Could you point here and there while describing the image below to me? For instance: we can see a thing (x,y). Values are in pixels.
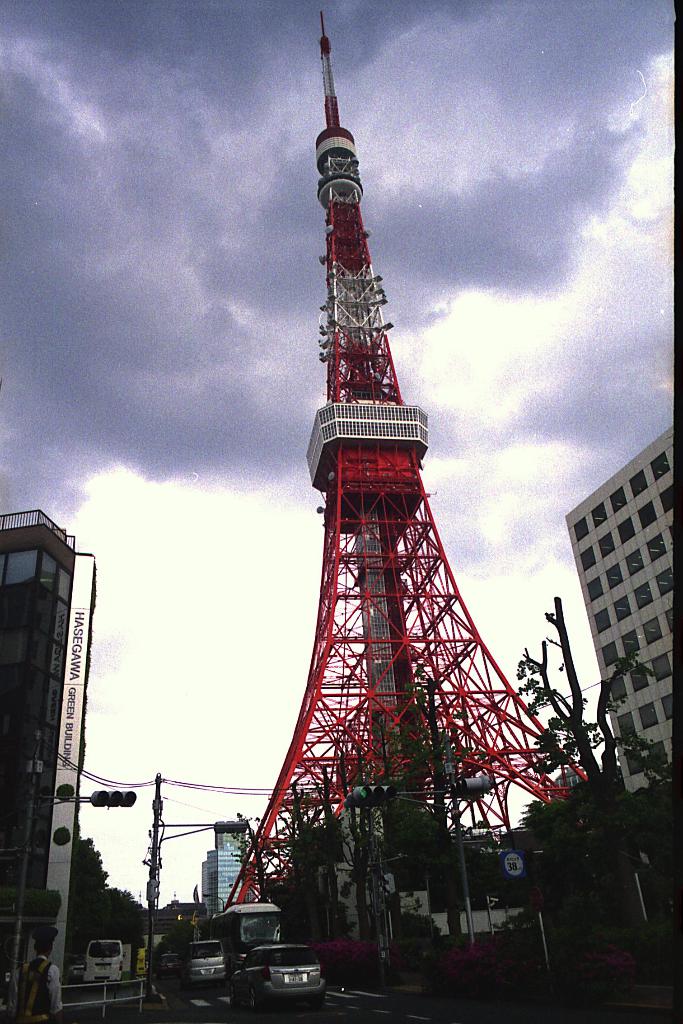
In this image in front (303,983) there are vehicles (269,979) on the road (208,995). On the left side of the image (117,983) there is a metal fence (105,1000). There are traffic signals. In the center of the image (339,422) there is a tower (375,612). There are trees (570,725), buildings (598,629). In the background of the image (217,354) there is sky (169,304).
